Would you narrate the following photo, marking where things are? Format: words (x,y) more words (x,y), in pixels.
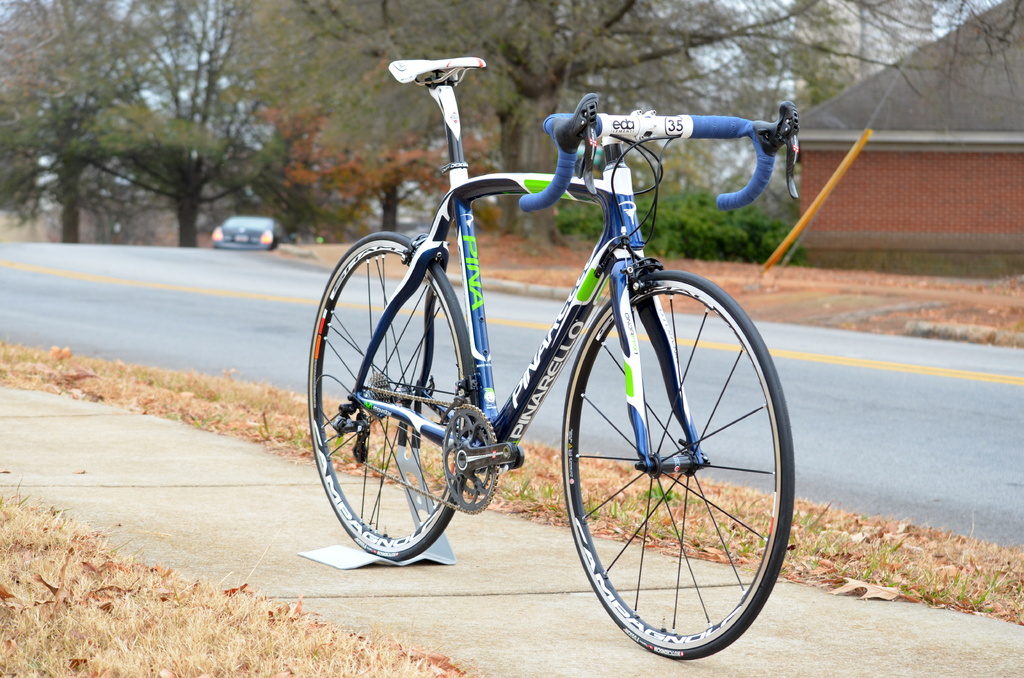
In this picture we can see a bicycle (419,439) parked on a side path (538,552) and beside the side path (524,546) there is a road (863,339) and in the background (495,37) we can see a beautiful house (996,179) and a car (256,236), trees (111,46).
